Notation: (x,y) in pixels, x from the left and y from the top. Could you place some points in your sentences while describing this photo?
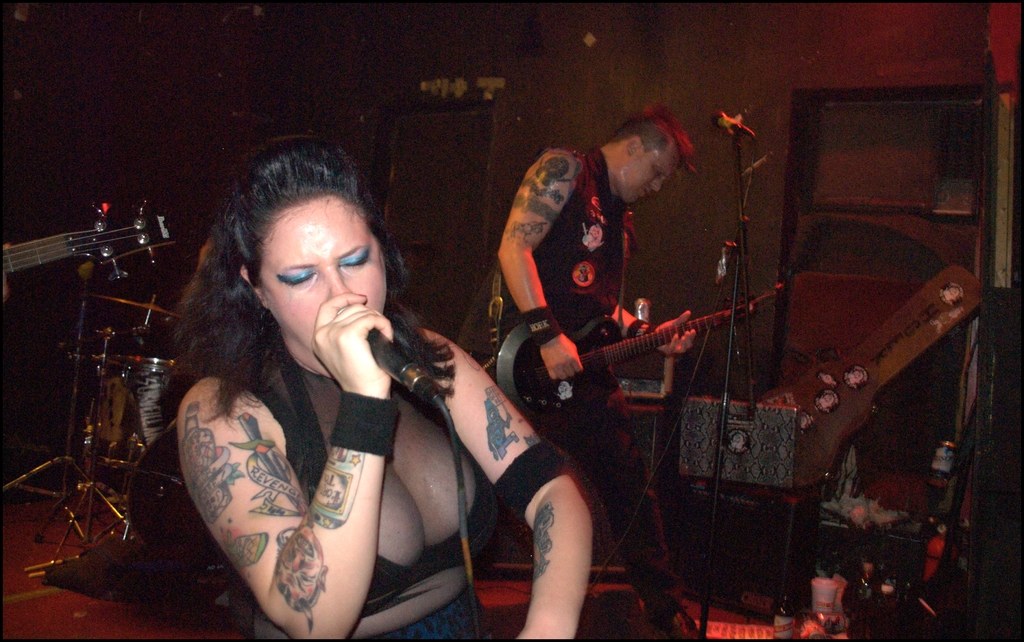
In the image there is a lady (332,292) holding a mic (373,352) in her hand (364,332). Behind her there is a man (587,182) standing and holding a musical instrument (737,302) in the hand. In front of him there is a mic (742,132) with stand (736,145). In the background (721,561) there are many objects (854,511) on the floor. And also there is a wall (758,116) with cupboard (813,219).
